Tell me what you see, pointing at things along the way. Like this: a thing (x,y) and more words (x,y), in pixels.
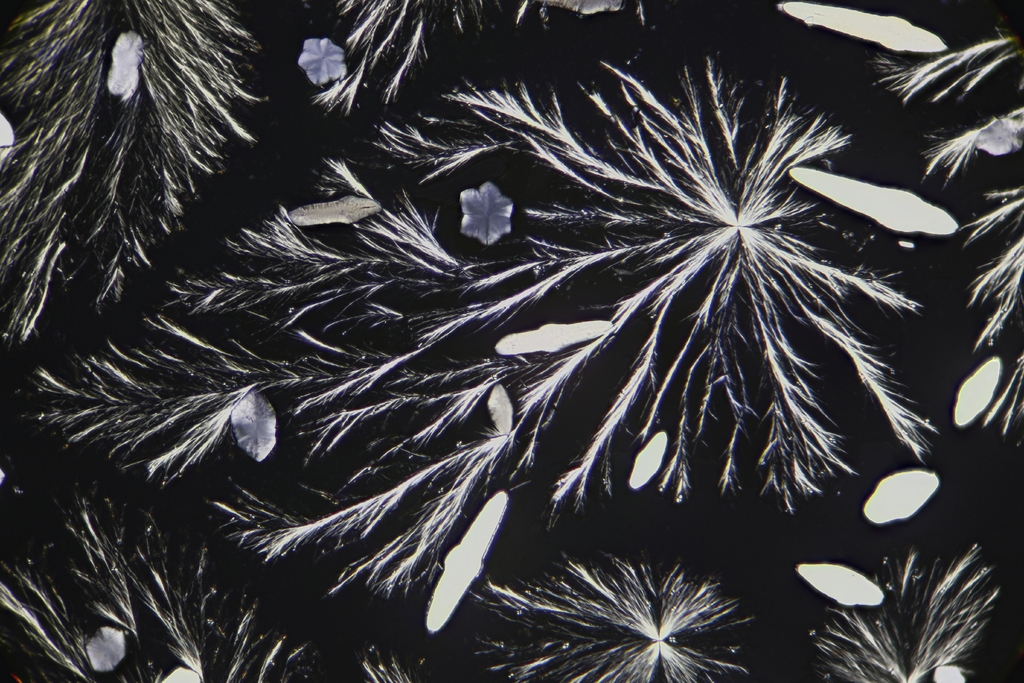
This is a design with flowers (487,231) and leaves (335,388). In the background (464,130) it is black.
